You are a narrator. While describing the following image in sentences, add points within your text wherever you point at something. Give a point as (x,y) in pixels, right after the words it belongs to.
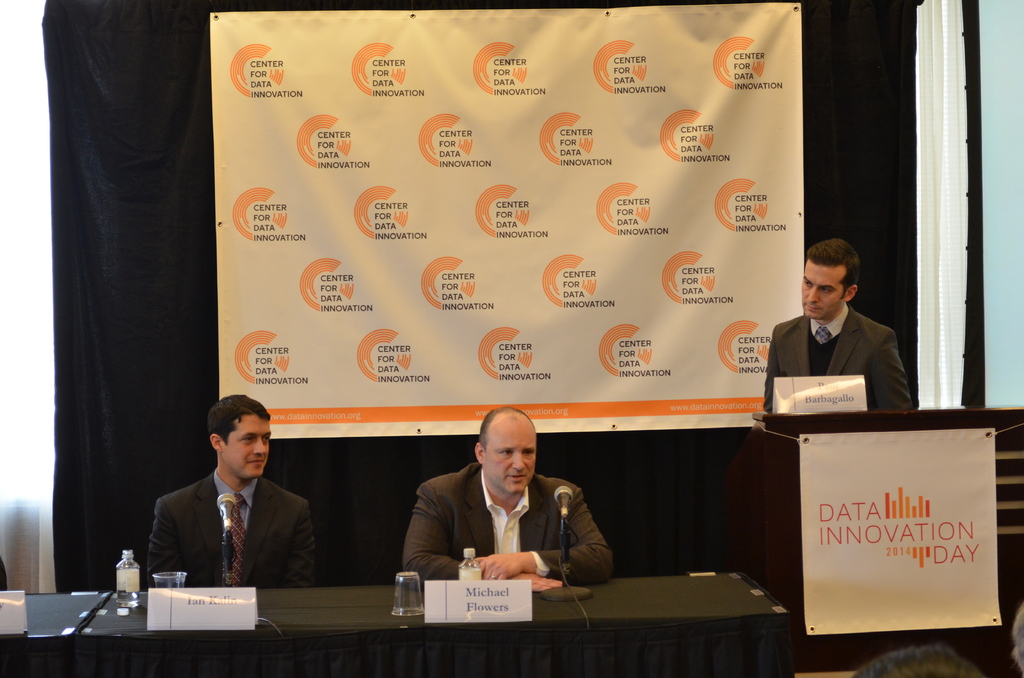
In this image we can see a man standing beside a speaker stand (859,419) containing a name board (820,385) and a banner (888,449) with some text (937,530) on it. We can also see some people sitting on the chairs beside a table (665,578) containing some glasses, name boards (443,614), bottles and the mics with stands (564,571) which are placed on it. On the backside (750,378) we can see a banner (220,271) with some text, a curtain (137,402) and a wall (1000,279). At the bottom right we can see some people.
